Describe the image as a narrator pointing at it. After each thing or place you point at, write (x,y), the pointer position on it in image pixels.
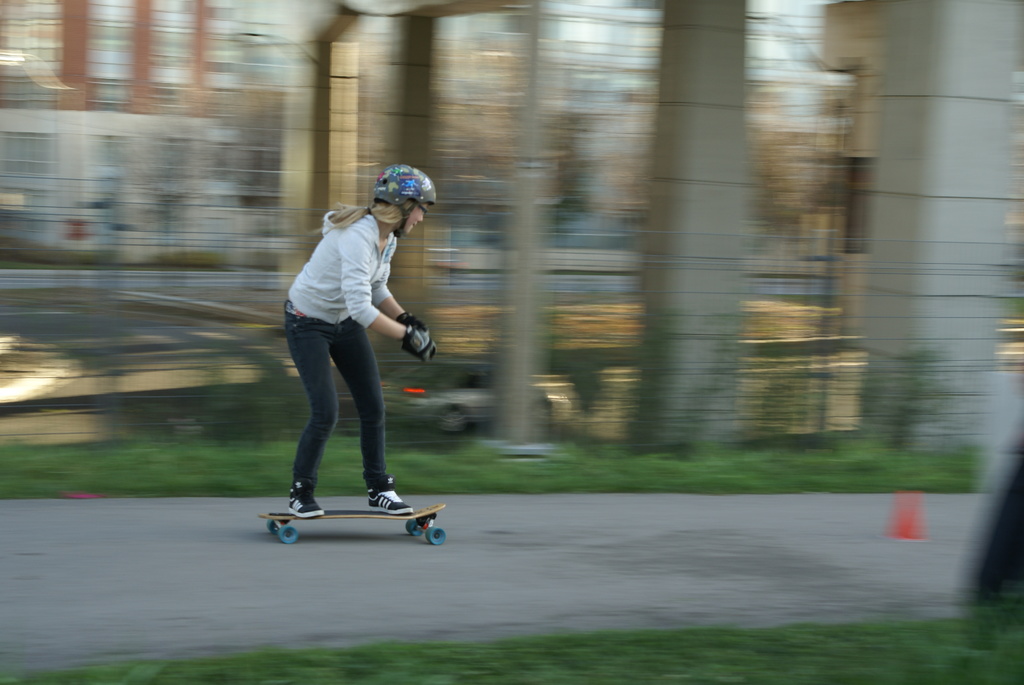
In this picture there is a woman (362,254) wearing a white shirt (359,286) and a black jeans (368,336) with black helmet (413,188) on the head (406,222) is doing the skating on the road (696,581). Behind there is a blur background (812,304).
